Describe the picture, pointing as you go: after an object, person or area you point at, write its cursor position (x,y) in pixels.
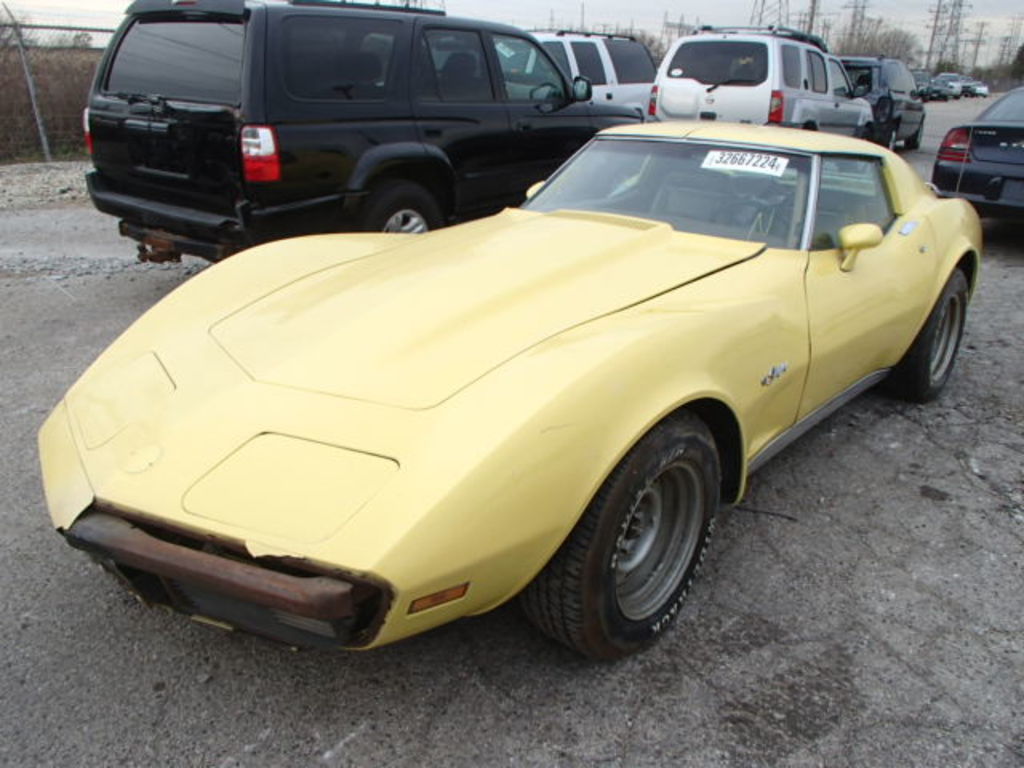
In this image I can see number of vehicles (732,105) and here I can see few numbers (752,160) are written. In background (819,28) I can see the sky (753,5) and few electric towers (785,15).
